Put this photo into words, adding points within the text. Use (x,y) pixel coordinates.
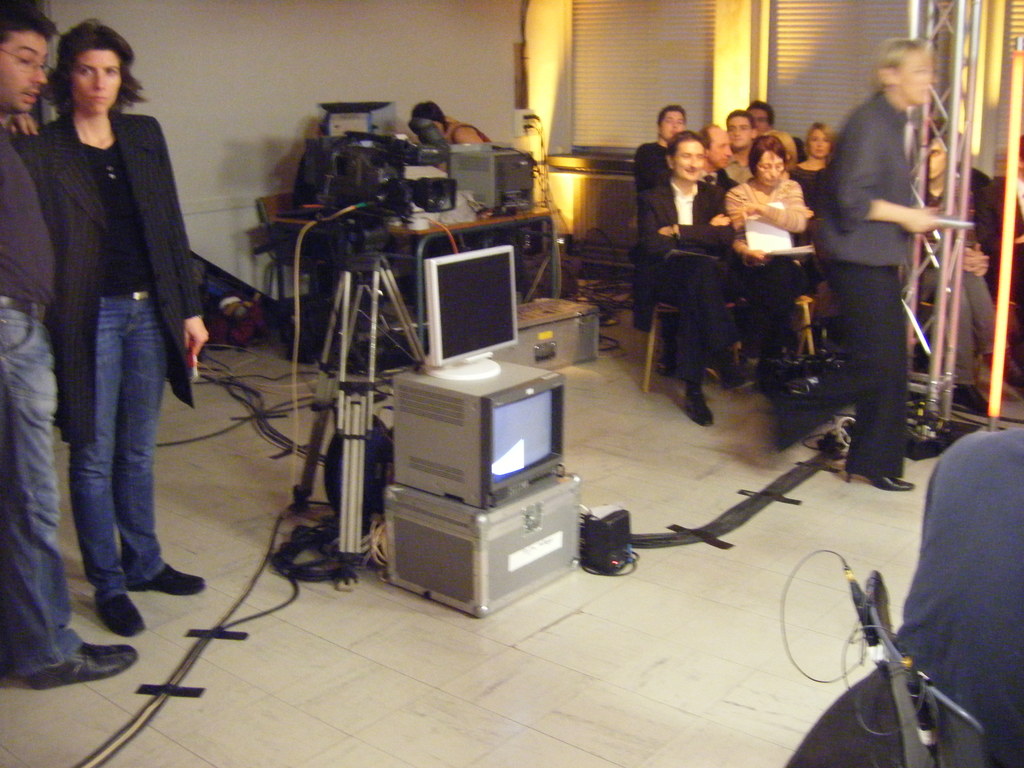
In this picture we can see some people (163,331) are standing and some people (731,198) are sitting on chairs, we can see two monitors (481,392), a box (477,537), a tripod (371,398), a camera (389,200) and some wires (323,532) in the middle (351,477), in the background (553,274) there is a table (552,244), we can see a monitor (501,186) and some things (460,215) present on the table (508,218), on the right side (695,62) we can see window blinds (700,54), we can also see a wall (213,61) in the background (173,62).
